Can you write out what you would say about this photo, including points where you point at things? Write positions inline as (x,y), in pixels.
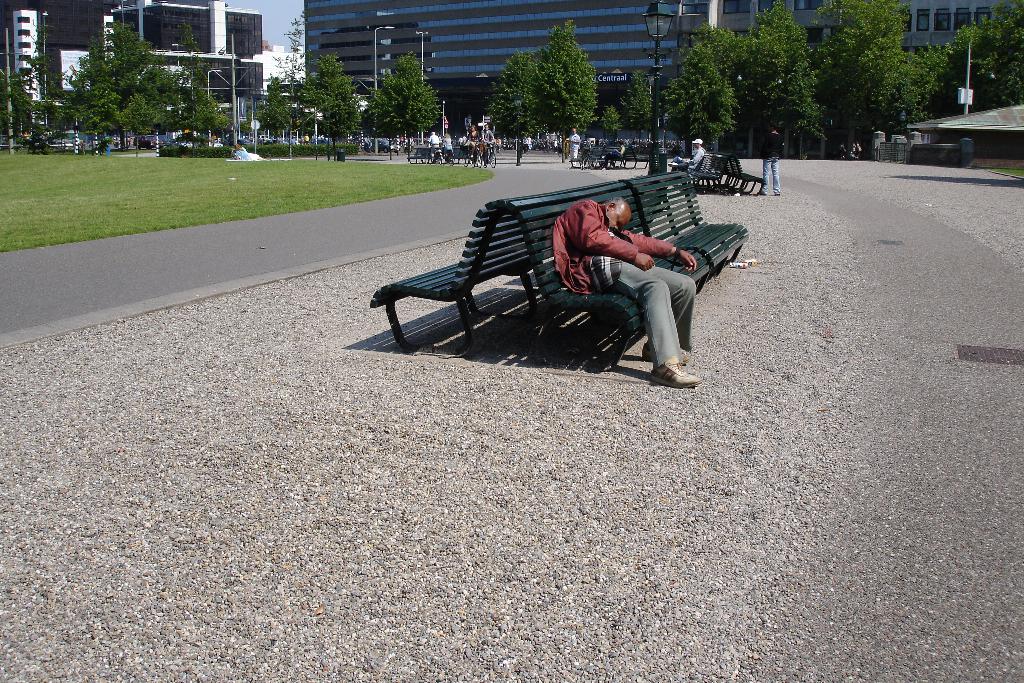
In the image there is a man (614,260) laying on bench (597,301) its in middle of the path (829,453) and there is a building (504,34) and in front there are many trees (398,110).
